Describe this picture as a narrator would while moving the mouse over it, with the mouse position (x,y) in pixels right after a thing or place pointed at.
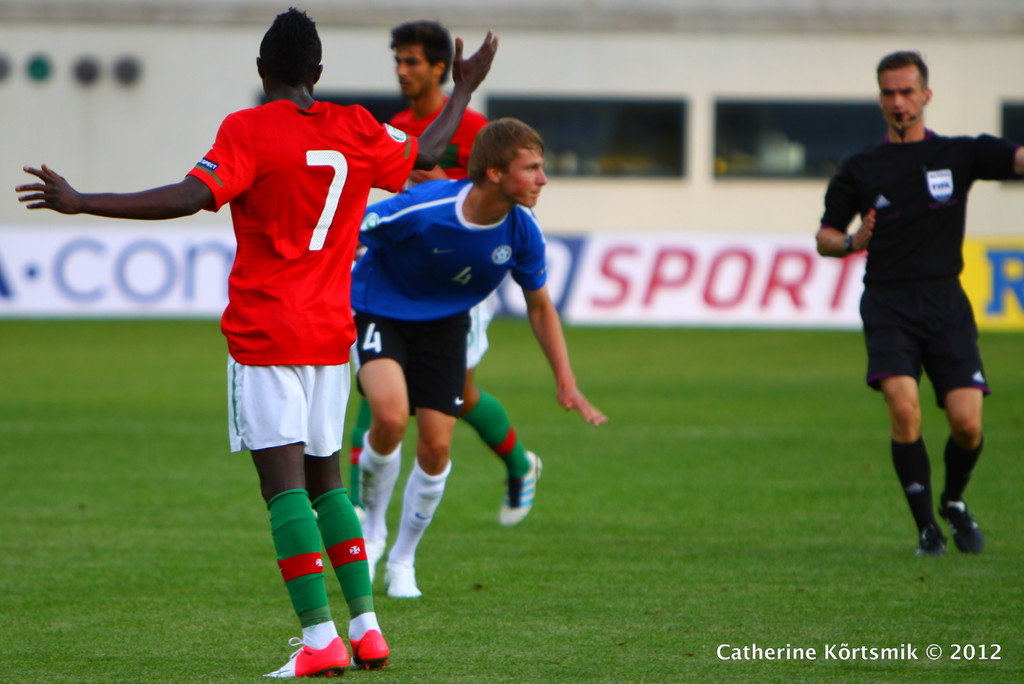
In this picture I can observe four members (453,299) in the ground (656,425). They are wearing red, blue and black color jerseys (464,245). One of them is holding a whistle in his mouth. In the bottom right side (985,649) I can observe some text (843,650).
